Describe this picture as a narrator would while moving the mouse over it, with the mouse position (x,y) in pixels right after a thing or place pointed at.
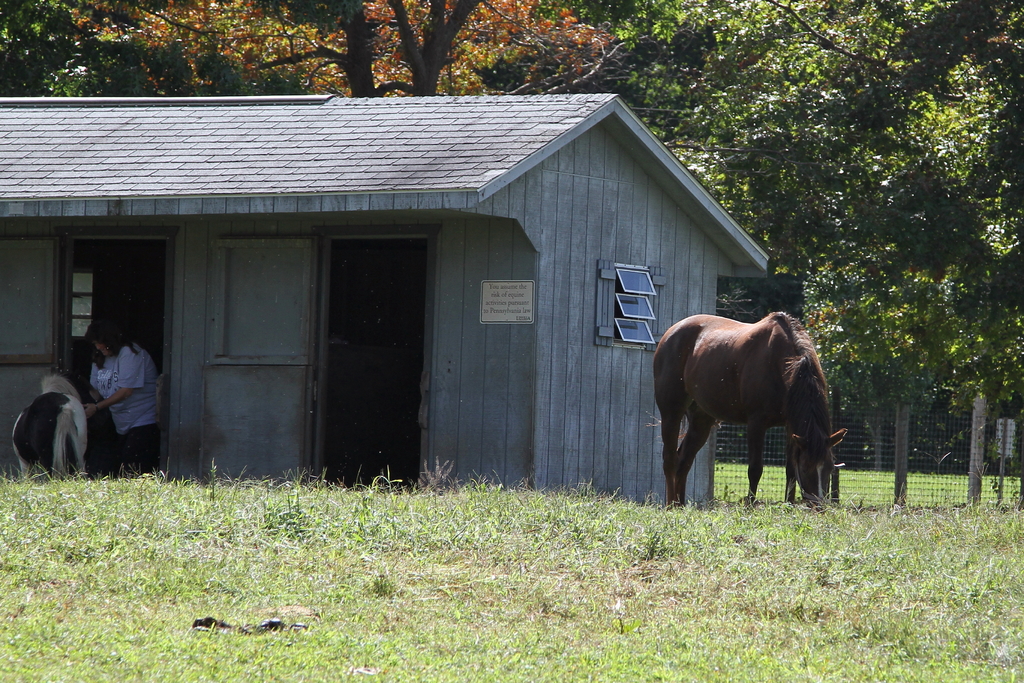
In this image we can see the animals (26,451) on the grass (470,514) and we can see a person (136,367) standing under the shed (461,317). There is a board (507,297) with text (516,302) attached to the shed (575,376), beside the shed (556,325) we can see the trees (918,400) and fence (956,432).
